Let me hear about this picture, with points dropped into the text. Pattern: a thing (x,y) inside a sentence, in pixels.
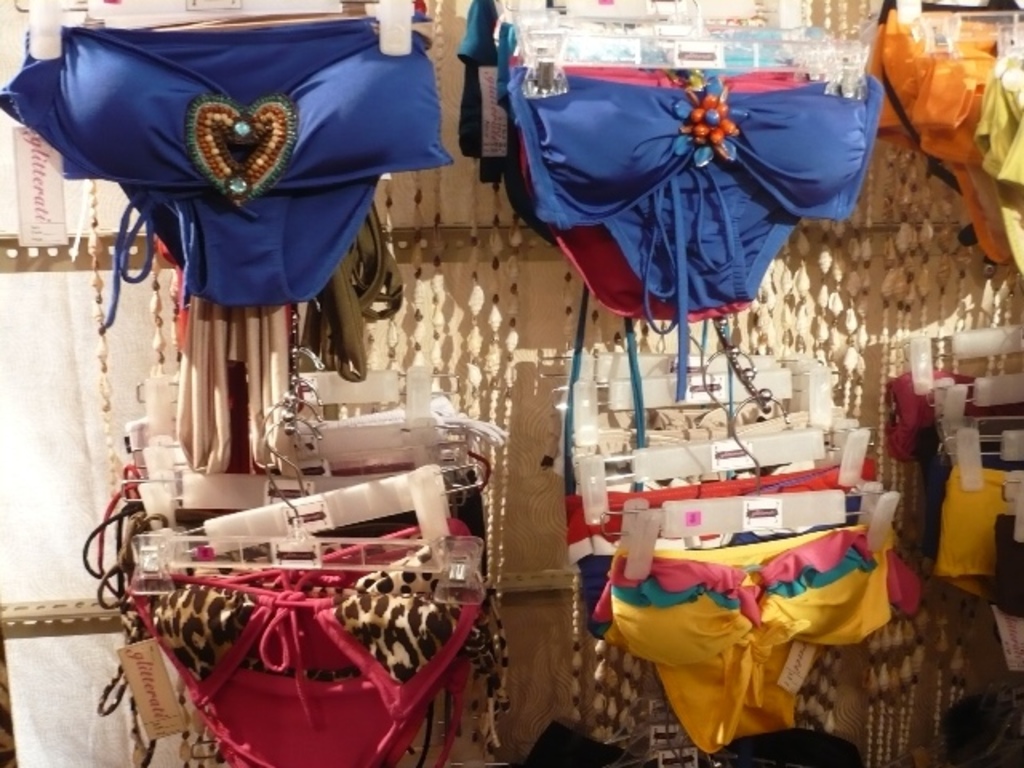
In the center of the image (624,426) there are garments (640,427) arranged in a rack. At the background of the image (69,490) there is cloth (60,410).
